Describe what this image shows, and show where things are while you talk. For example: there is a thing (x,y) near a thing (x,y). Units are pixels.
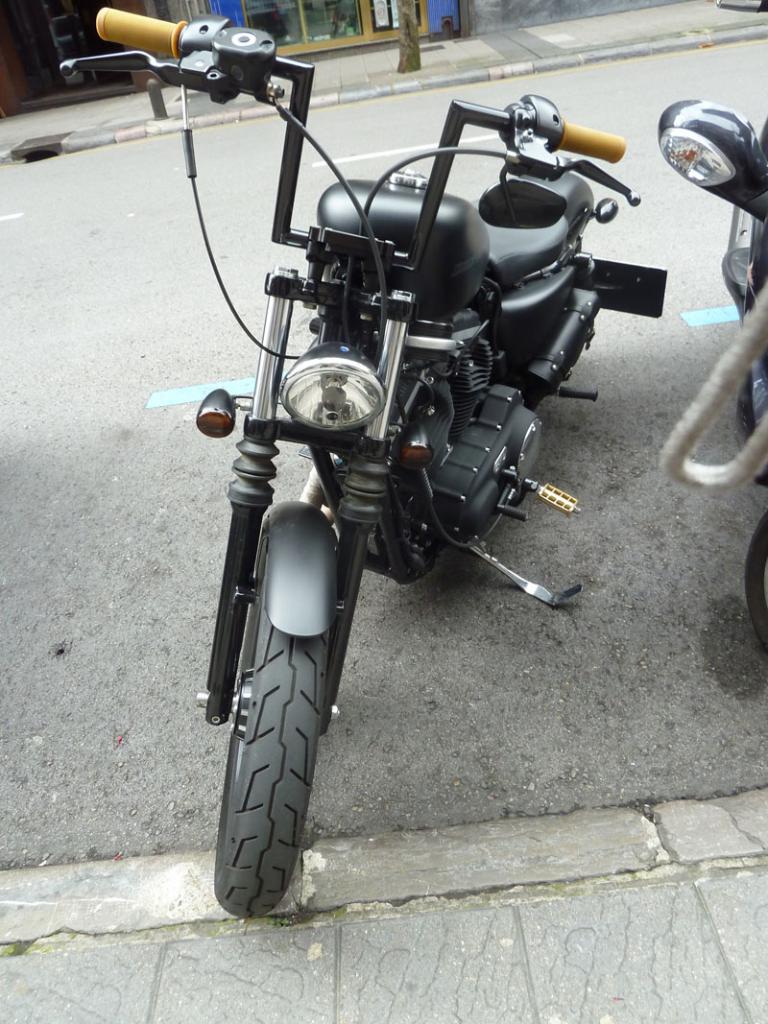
In this image in the front (456,353) there are bikes (456,353) on the road (651,148). In the background (402,43) there is a tree (404,34) and there is a building (77,39).
